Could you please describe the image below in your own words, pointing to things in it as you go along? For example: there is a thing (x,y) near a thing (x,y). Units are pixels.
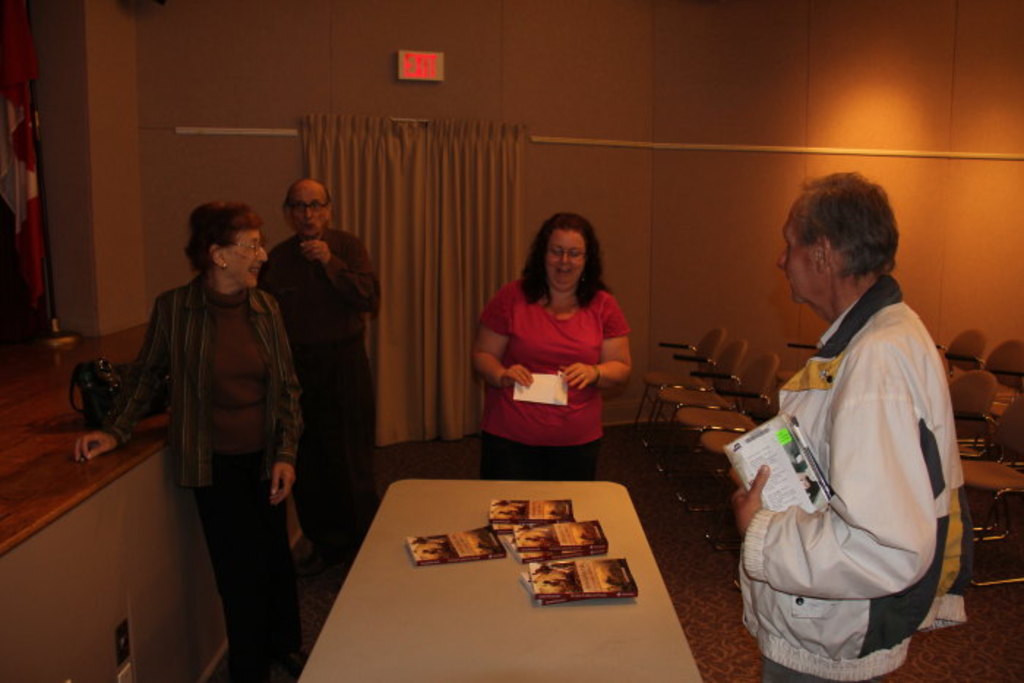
There are four persons (514,328) standing and there is a table (519,567) in front of them, Which contains books (536,537) on it and there are chairs (736,353) in the background (733,360).
